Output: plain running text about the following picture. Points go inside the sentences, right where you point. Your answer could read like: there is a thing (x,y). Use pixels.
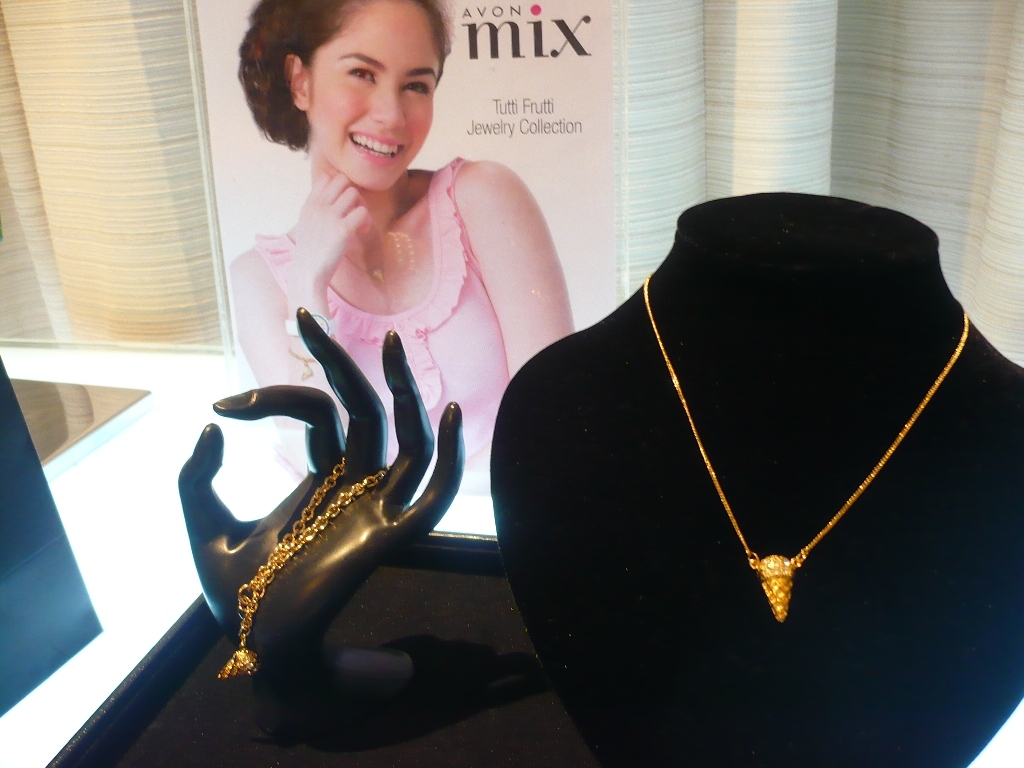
In this image, we can see jewelry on the jewelry mannequins (608,569). At the bottom (482,709), we can see a tray (232,766). Background (458,91) we can see poster (489,228) and curtain (920,99). On the left side of the image (55,563), we can see black color object (42,614) on the surface (77,698).
